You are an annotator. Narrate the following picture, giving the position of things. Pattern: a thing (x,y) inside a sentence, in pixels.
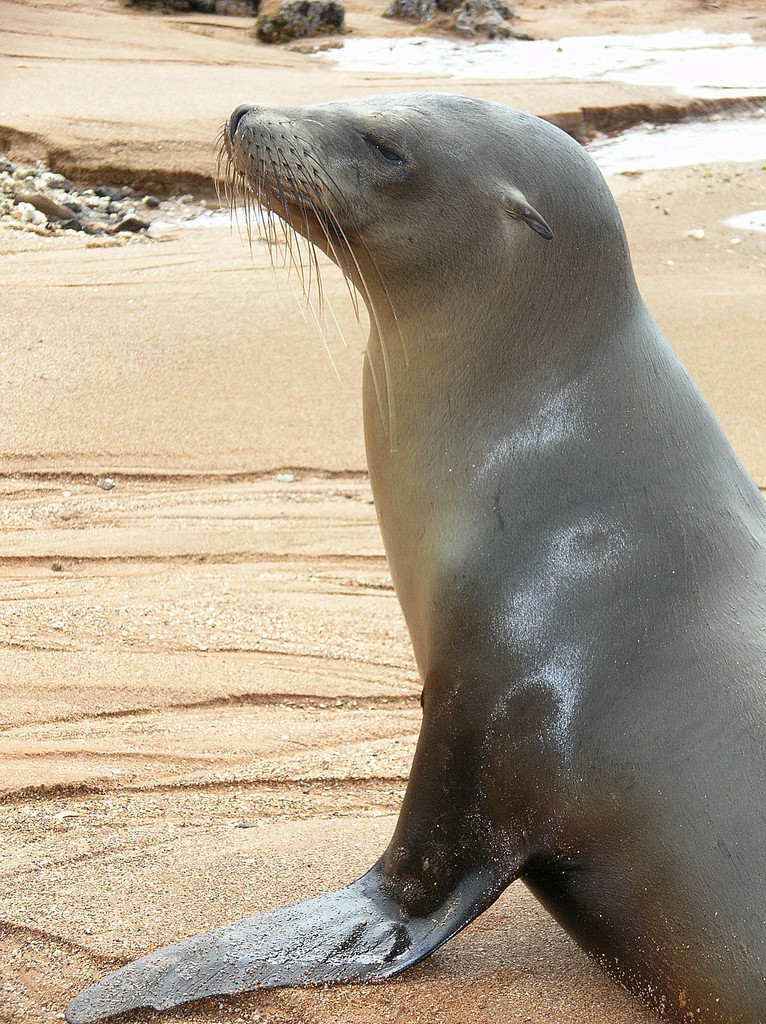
In this picture there is a seal (505,369). At the bottom (457,983) there is sand (54,877) and there are stones (492,26) and there is water (508,45).
